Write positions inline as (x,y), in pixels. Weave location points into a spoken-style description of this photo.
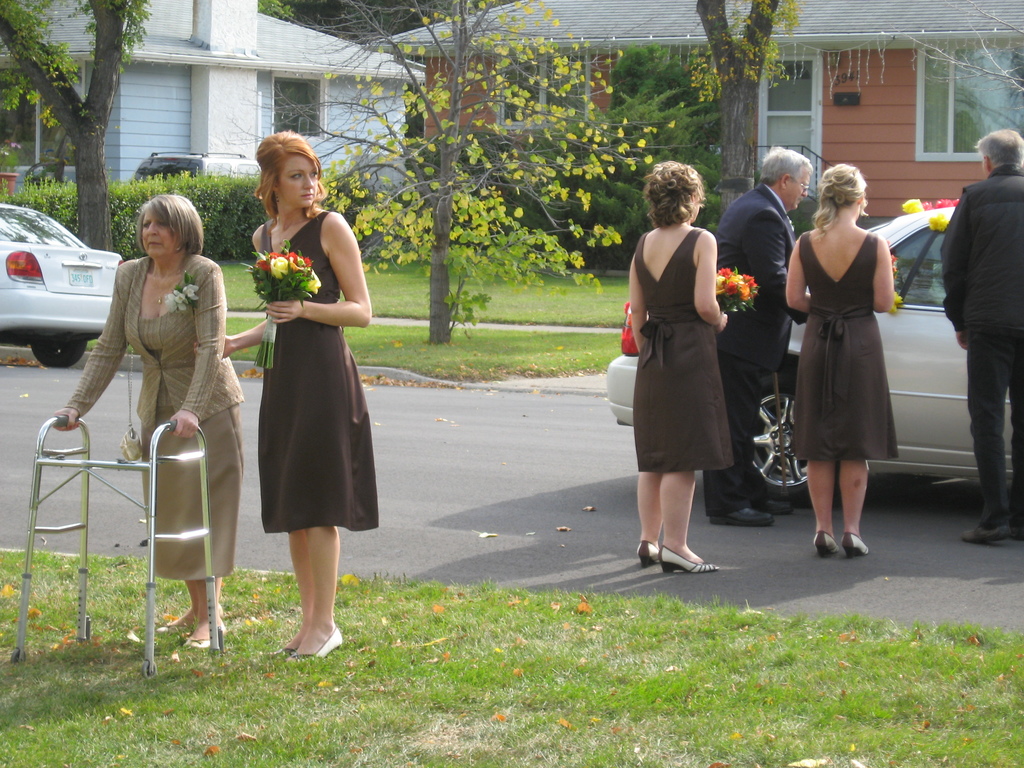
This image consists of few persons (336,390), they are holding flowers (266,298). At the bottom (494,615), we can see green grass (503,613) and a road (956,503). In the front (110,251), there are two cars (62,297). In the background (30,119), we can see the houses (505,110) along with the trees (86,153) and plants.
